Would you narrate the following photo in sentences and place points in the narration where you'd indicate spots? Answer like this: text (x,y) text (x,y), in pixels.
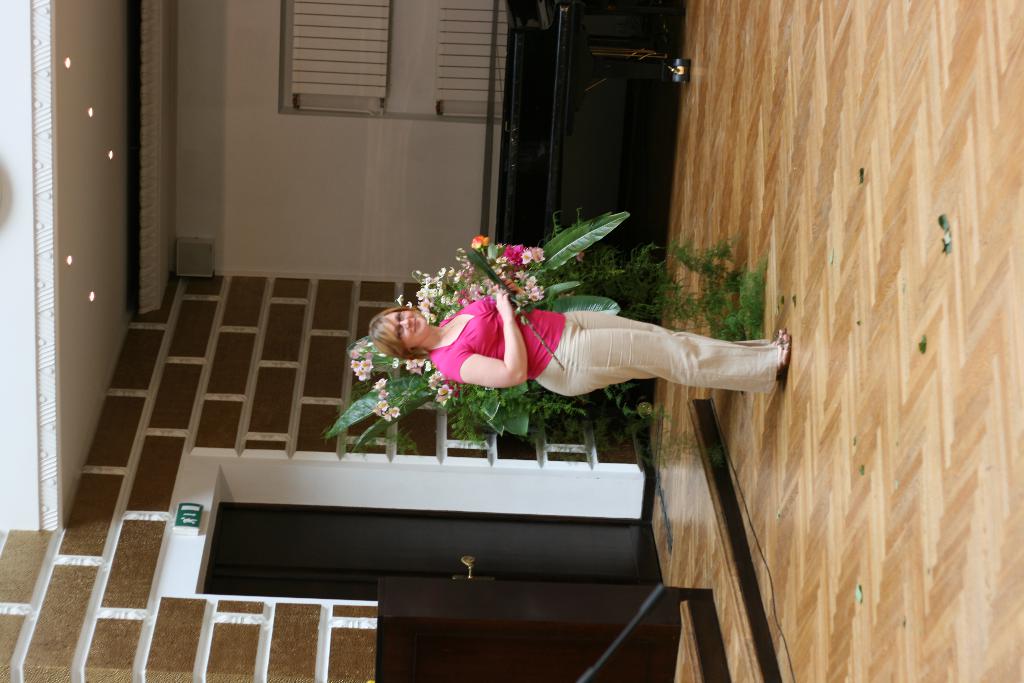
In this image I can see one woman (543,325) is standing. I can see she is wearing pink colour top (465,349) and white colour pant (579,354). I can also see a plant (621,220) in background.
